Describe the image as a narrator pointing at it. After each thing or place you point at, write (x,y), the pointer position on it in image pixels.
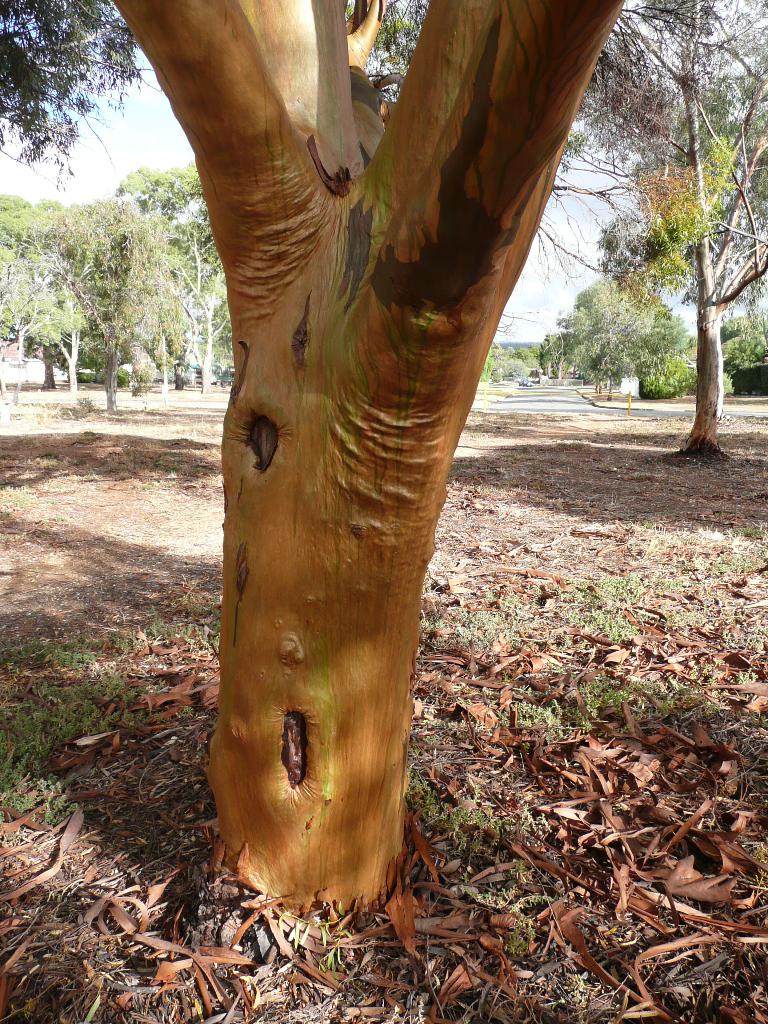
This image looks like it is clicked in the forest (340,552). In the front (374,798), there is a tree (369,872). At the bottom (513,923), there are dried leaves (581,777) and grass (543,721). In the background (540,237), there are many trees (34,275). At the top (138,128), there is a sky (138,128).
